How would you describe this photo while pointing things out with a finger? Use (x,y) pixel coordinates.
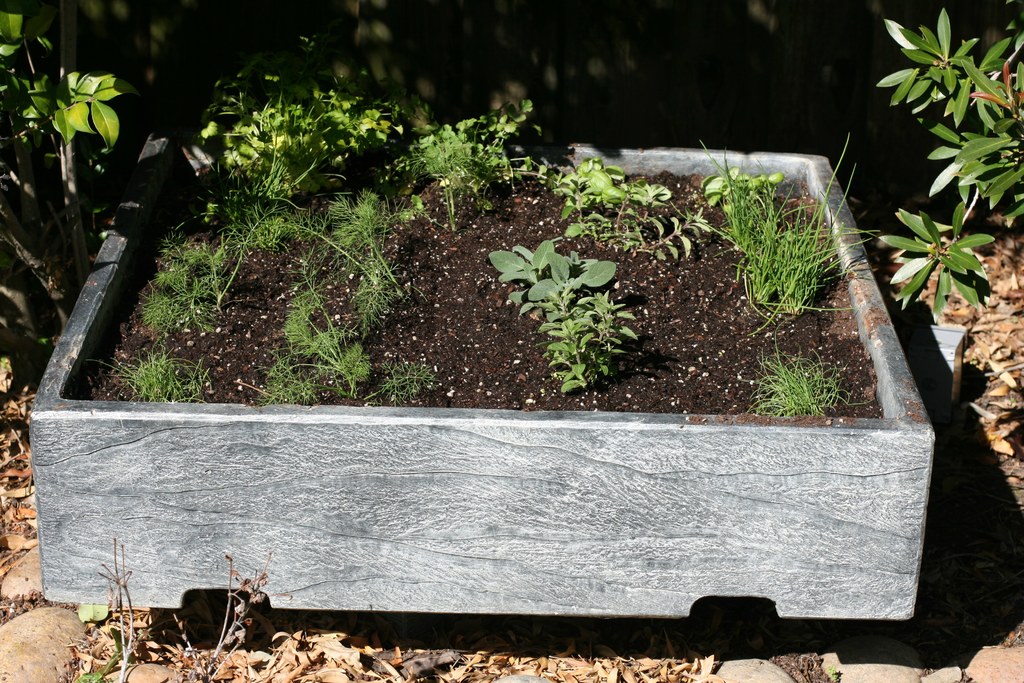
In this image there are tiny plants (560,282) in a pot (532,306), and in the background (940,242) there are plants (956,224).
